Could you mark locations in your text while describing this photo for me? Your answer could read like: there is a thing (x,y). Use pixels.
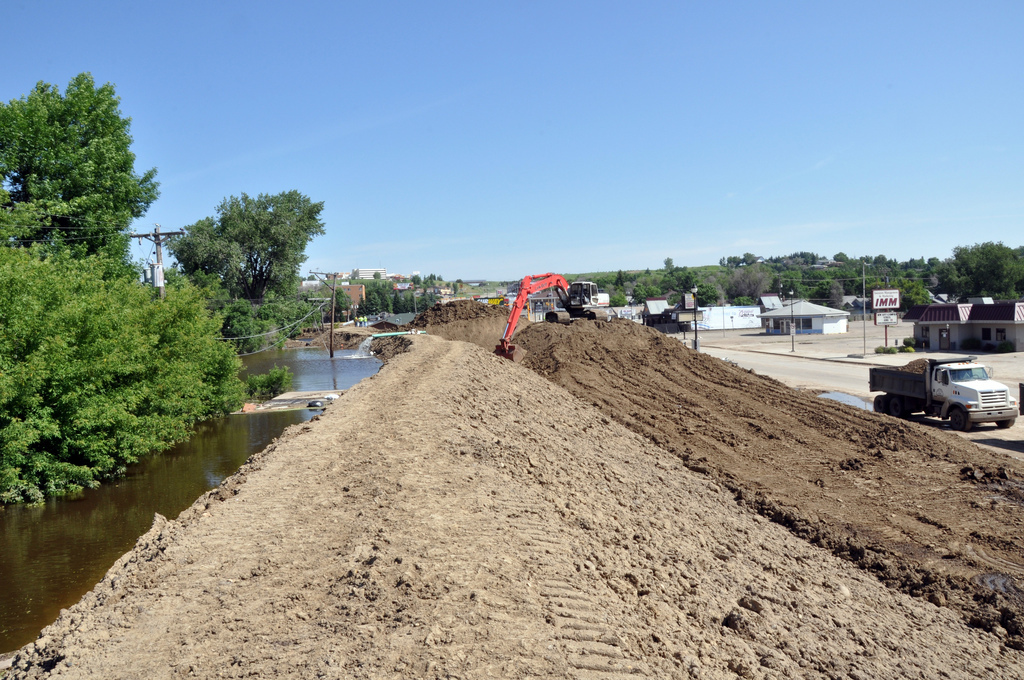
In this picture we can see two partitions (823,508) of a mud (615,507). This is an excavator (520,308) picking up the mud (798,494). We can see a vehicle (980,395) here. This a house (982,339) with a window (986,339) and a door (944,339). There are few plants (907,342) near to the house (910,319). This a board (890,310) stating IMM. On the background of the picture (991,270) we can see trees (697,278). On the left side of the picture (159,235) we can see a current pole (159,259). Here we can able to see water (189,469). This is the road (765,357).
